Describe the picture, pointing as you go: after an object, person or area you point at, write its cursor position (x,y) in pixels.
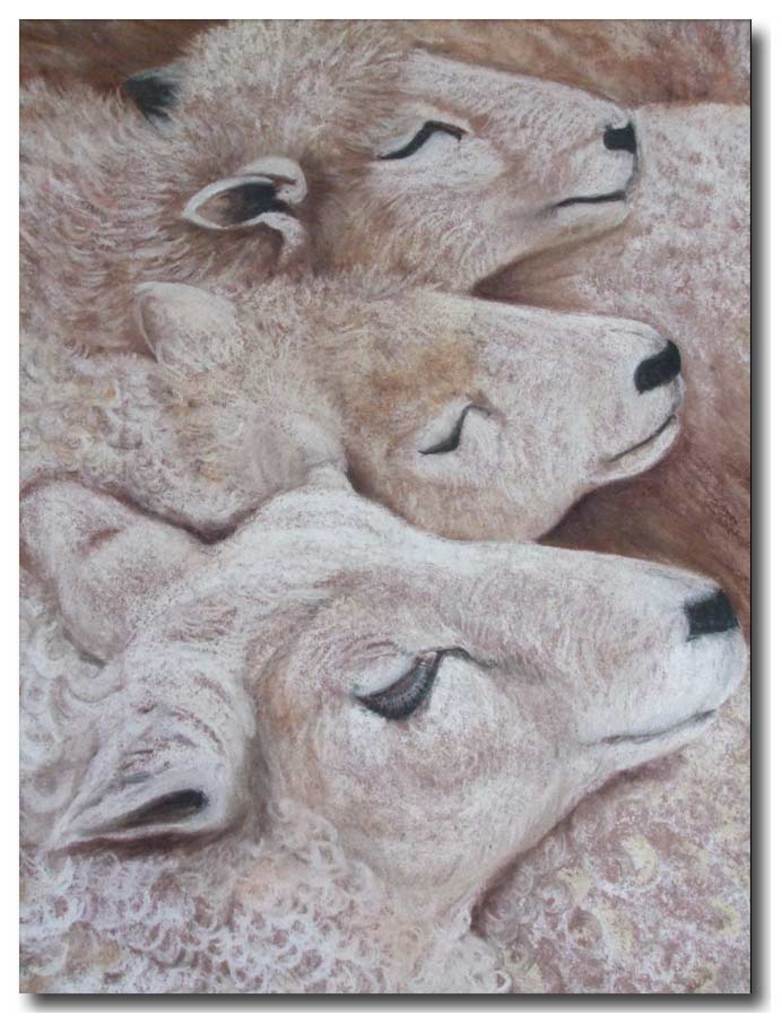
In this picture I can see painting (351,555) of animals (354,524).
